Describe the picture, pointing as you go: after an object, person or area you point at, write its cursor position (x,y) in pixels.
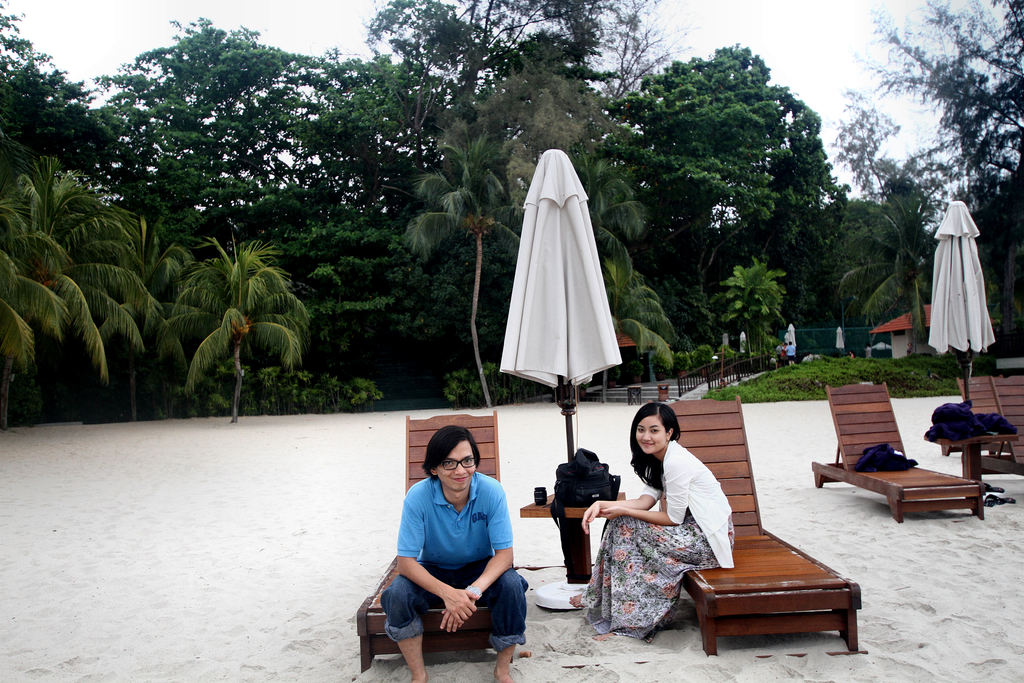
In this image there are pool chairs (679,422) in between there are umbrellas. A man (431,546) and a woman (678,504) are sitting on chair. In the background (582,122) there are trees (500,275), building (890,333), path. Both the persons (618,519) are smiling.
